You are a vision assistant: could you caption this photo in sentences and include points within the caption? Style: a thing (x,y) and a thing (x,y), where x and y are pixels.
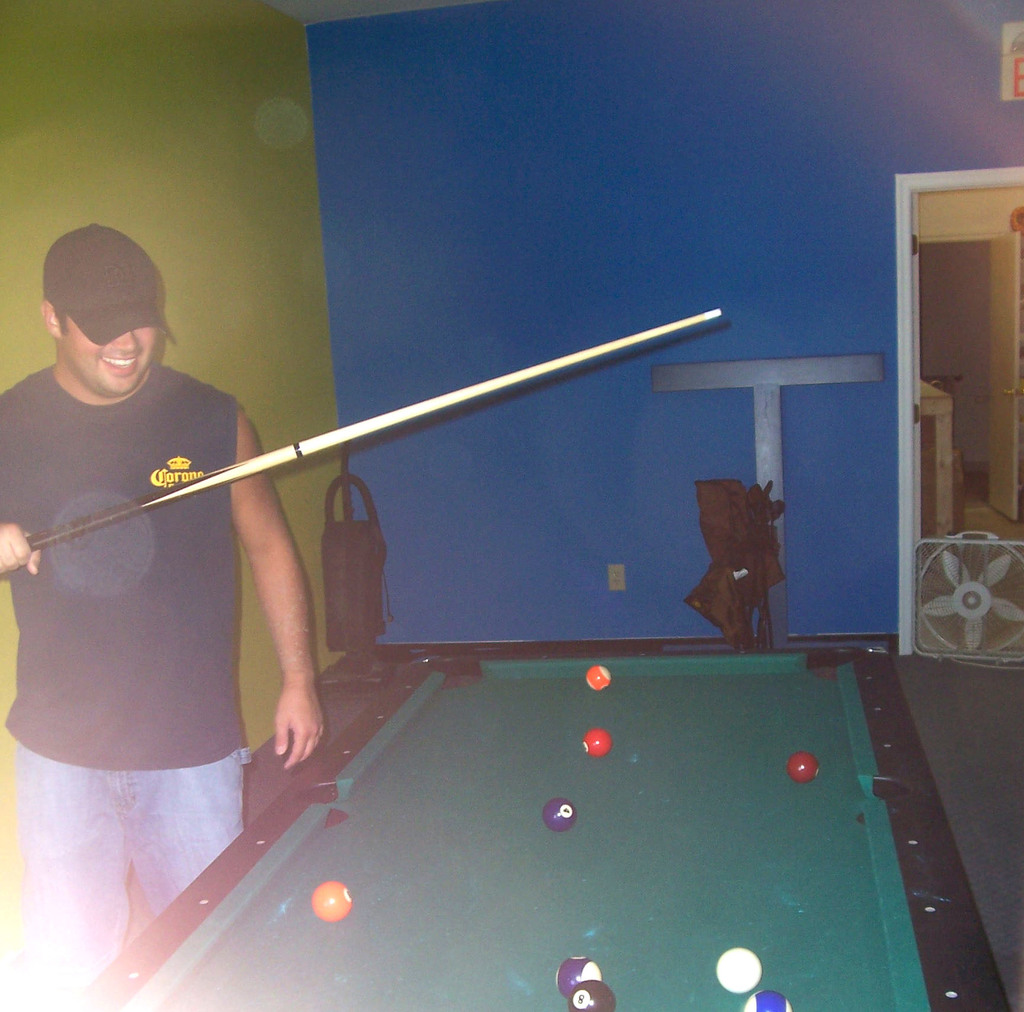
This is a picture inside the room (557,481), the man (117,492) is holding the stick (596,353), the man (201,726) is beside the pool table (638,836) and the back ground of the man (185,514) is a wall (198,173) which is in a yellow and blue color.
